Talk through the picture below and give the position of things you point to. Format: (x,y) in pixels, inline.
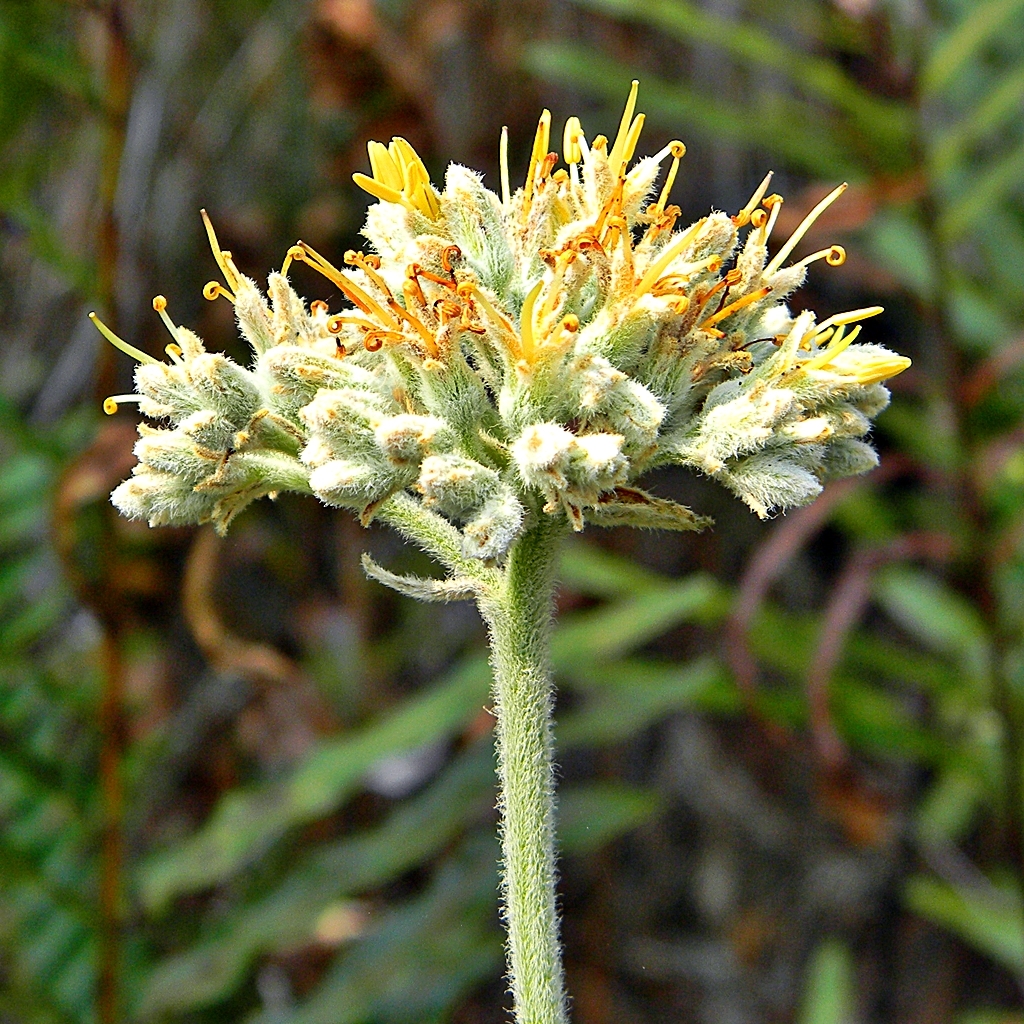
In this image I can see green colour flower (580,497) and number of yellow colour buds (473,332). I can also see this image is little bit blurry from background (207,984).
